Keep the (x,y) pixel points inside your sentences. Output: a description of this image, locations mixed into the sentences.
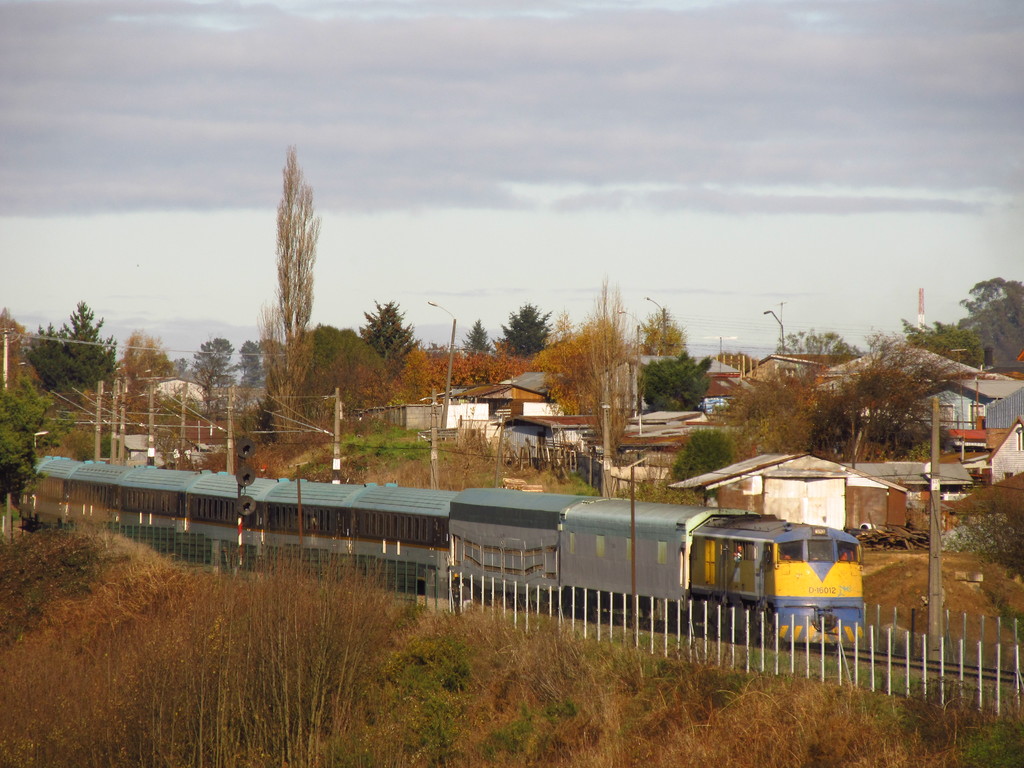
In this image I can see at the bottom (478,644) there are trees (488,644). In the middle (671,509) a train (638,531) is moving on the track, on the right side (720,368) there are iron sheds (775,487), houses (714,382). At the top (552,144) it is the sky (554,139).
